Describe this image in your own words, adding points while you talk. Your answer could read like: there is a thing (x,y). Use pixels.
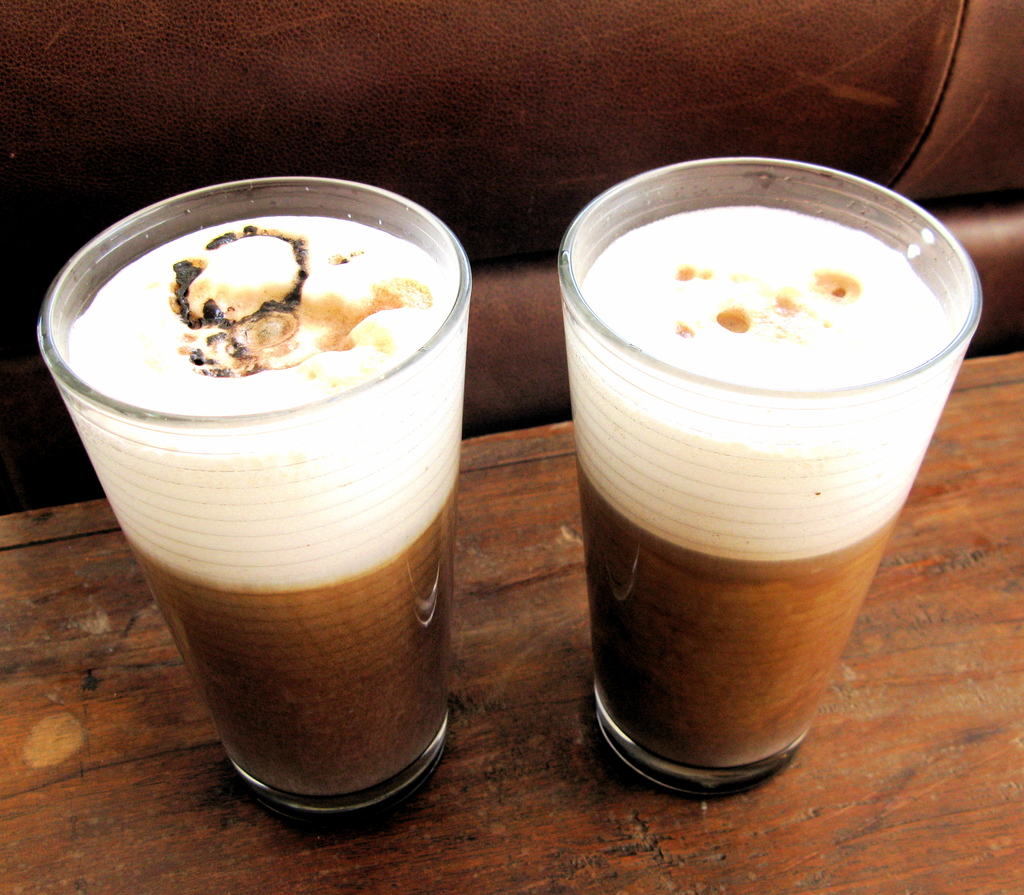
In the foreground of this image (327,622), there are two glasses (685,726) with drinks (700,734) on a wooden surface (861,838). In the background (933,181), it seems like a leather seat (546,71).
